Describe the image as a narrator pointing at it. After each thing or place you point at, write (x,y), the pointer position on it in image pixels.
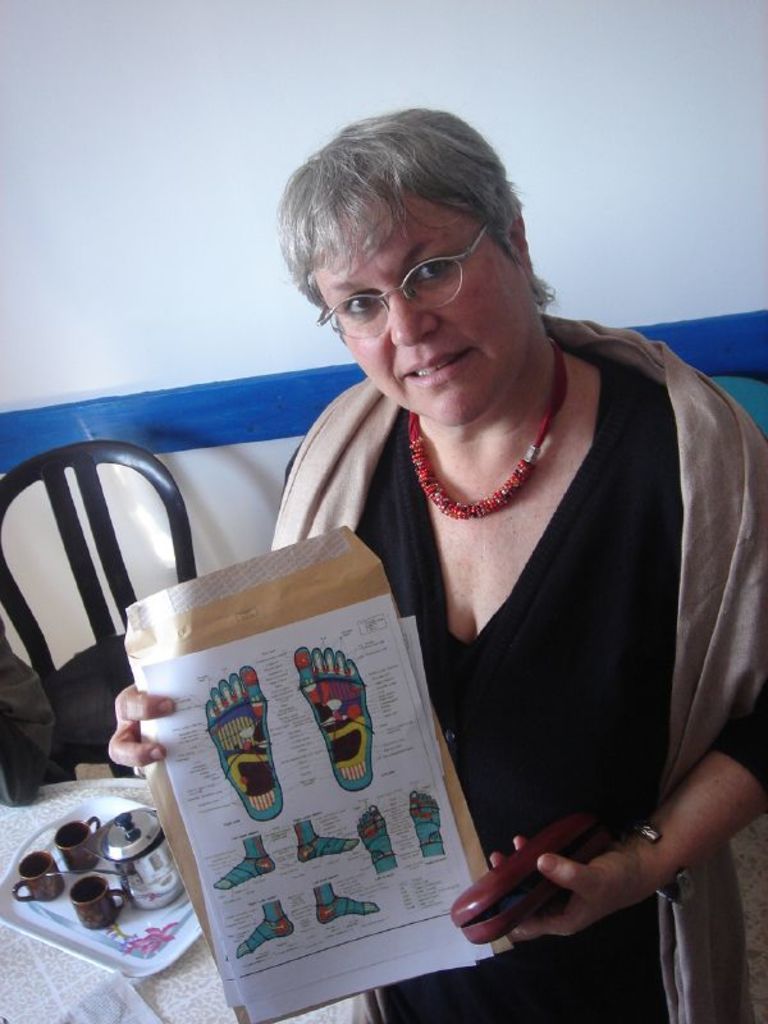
In this picture there is a lady (508,199) who is standing on the right side of the image (516,844), by holding a poster (190,752) in her hand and there is a table (10,809) and a chair (83,648) on the left side of the image (79,716).
